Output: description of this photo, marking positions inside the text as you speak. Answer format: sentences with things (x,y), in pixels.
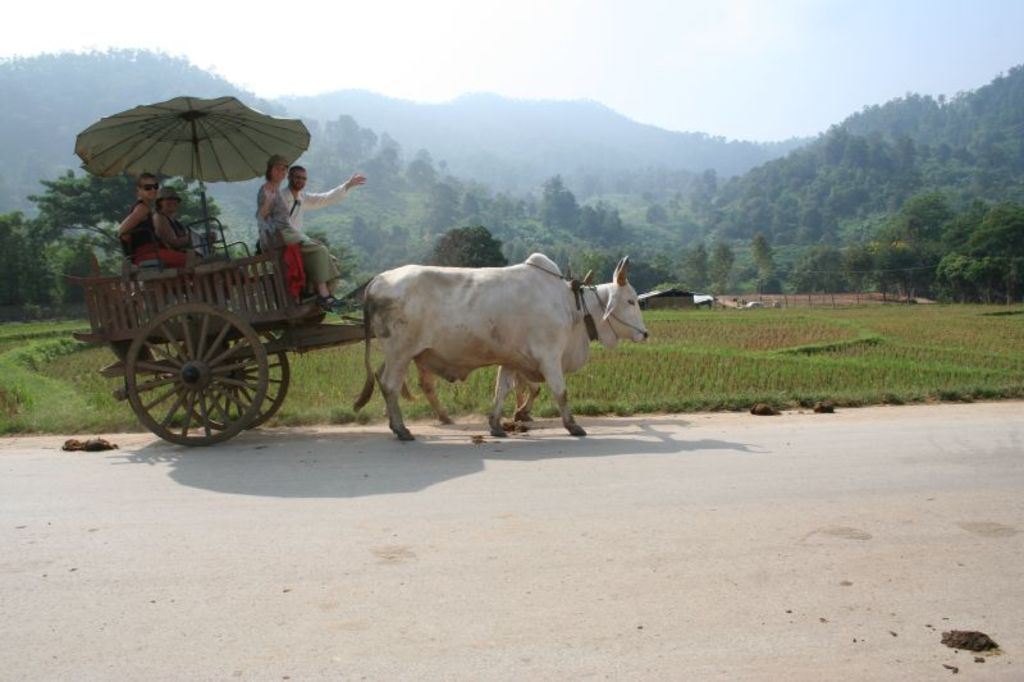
This picture shows a bullock cart (218,287) and we see people (306,252) seated on the cart (228,250) and a umbrella (215,167). The color of the Bulls (639,317) is white and we see trees (965,223) and a house (709,297) and we see field (852,350) and a blue cloudy sky (693,59).
